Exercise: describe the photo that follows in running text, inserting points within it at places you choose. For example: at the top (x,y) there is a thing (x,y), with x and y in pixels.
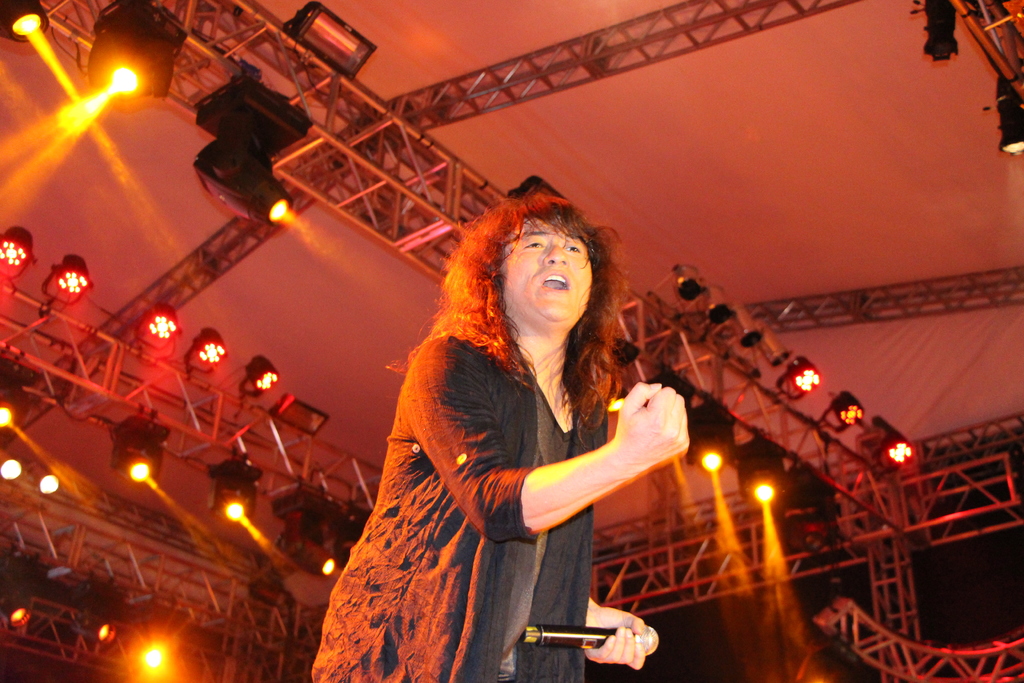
In the center of the image (497,377) we can see a person (500,481) standing holding a mic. On the backside (936,523) we can see a roof (845,378) with the metal frames (832,465) and some ceiling lights (313,531).
